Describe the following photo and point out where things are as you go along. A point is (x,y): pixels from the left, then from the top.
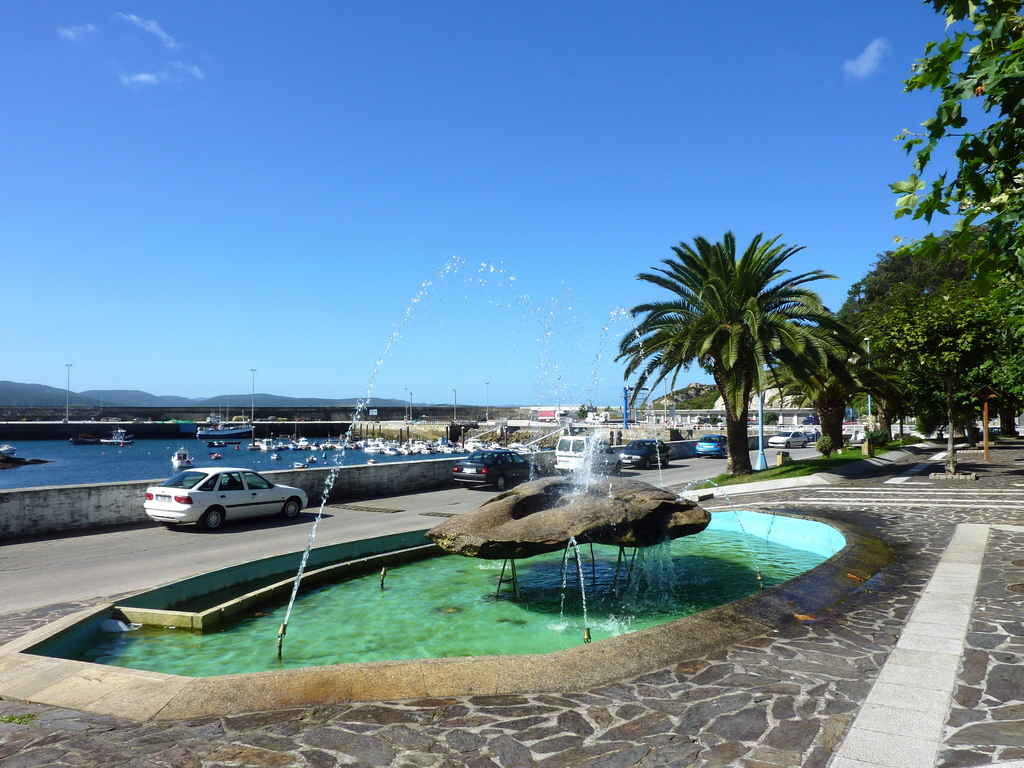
In this image there is a road (57,579), on the road (76,576) there are some vehicles (254,494), beside the road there are some trees (772,385), poles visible on the right side (763,404), in the foreground (249,647) there is a water pool (203,621), in which there is an object (531,482), in the middle (352,459) there is the lake (92,455) on which there are some boats (378,440), poles (254,370) visible in the middle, at the top (771,247) there is the sky (478,256).
